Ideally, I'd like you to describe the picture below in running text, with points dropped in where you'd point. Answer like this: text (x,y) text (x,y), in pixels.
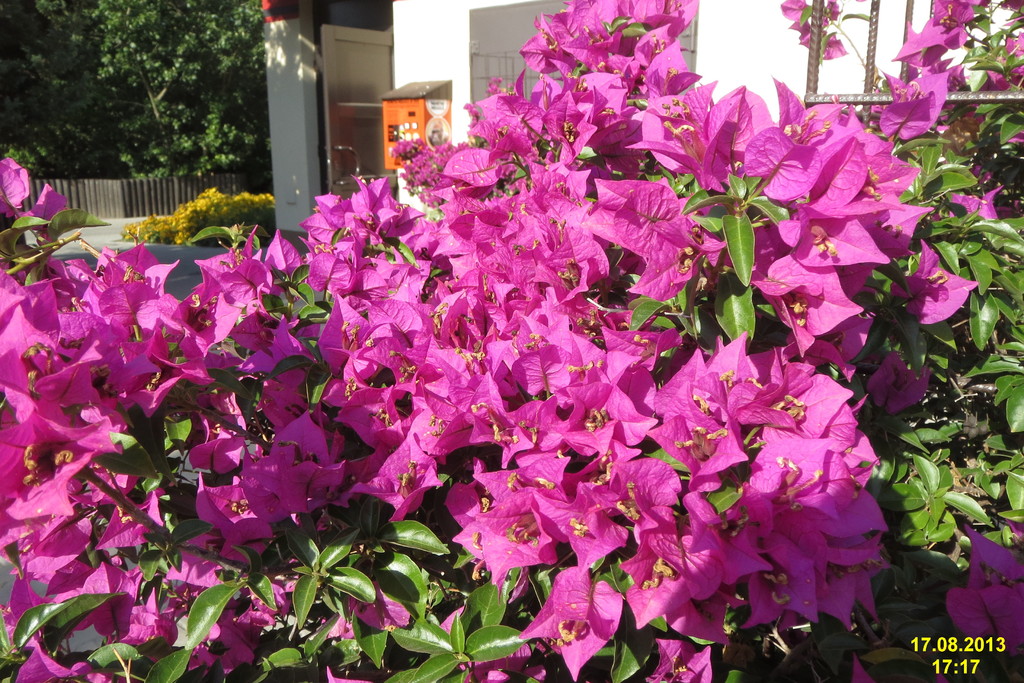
In this image, there is a plant (660,613) contains some flowers (371,305). There is a building (417,38) at the top of the image (371,75). There is a tree (135,140) in the top left of the image (88,73).
